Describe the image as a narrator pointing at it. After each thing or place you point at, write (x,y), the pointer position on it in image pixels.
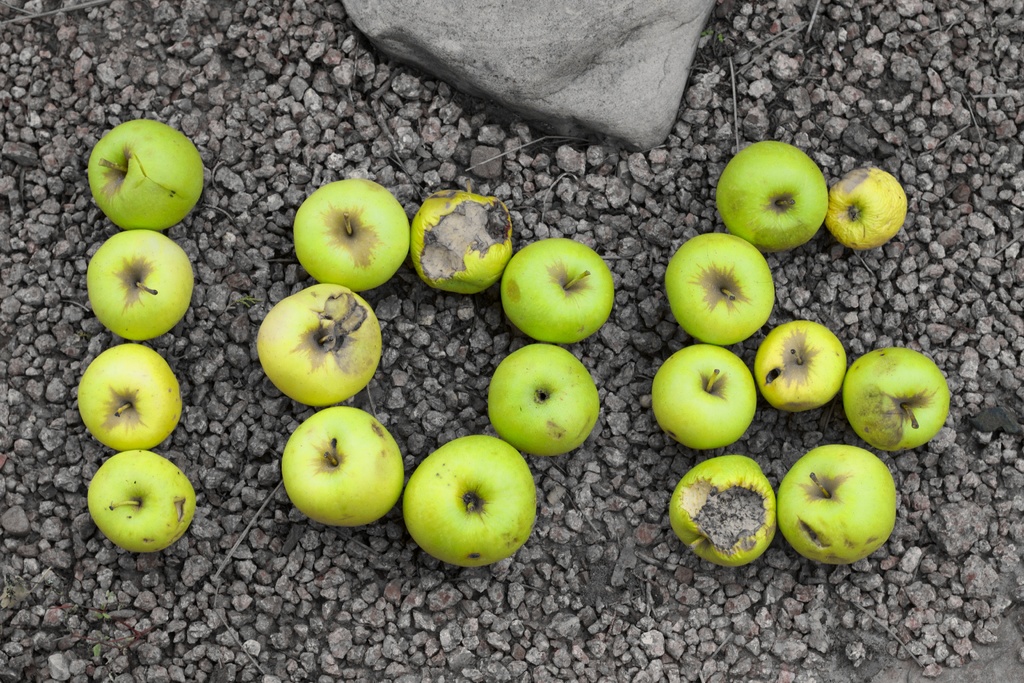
In this image we can see a few green apples (317,459) and stones (339,176) on the ground (554,495).
